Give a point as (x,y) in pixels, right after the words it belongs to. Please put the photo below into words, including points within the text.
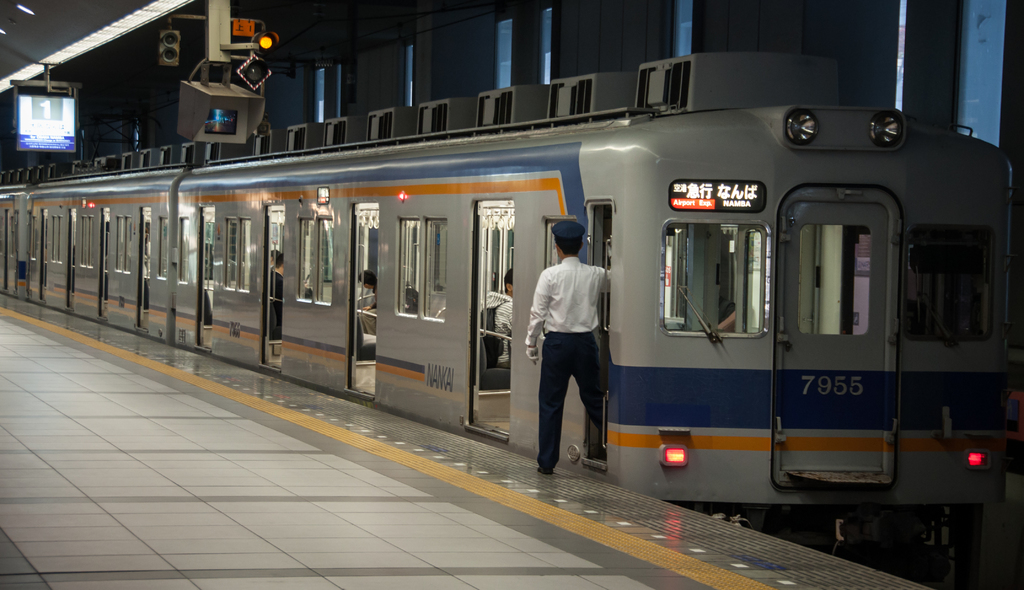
As we can see in the image there are few people (579,302) here and there, train (671,293), screen (72,150), traffic signal (168,60), buildings (1010,74) and the person (596,346) over here is wearing white color shirt (566,281).
